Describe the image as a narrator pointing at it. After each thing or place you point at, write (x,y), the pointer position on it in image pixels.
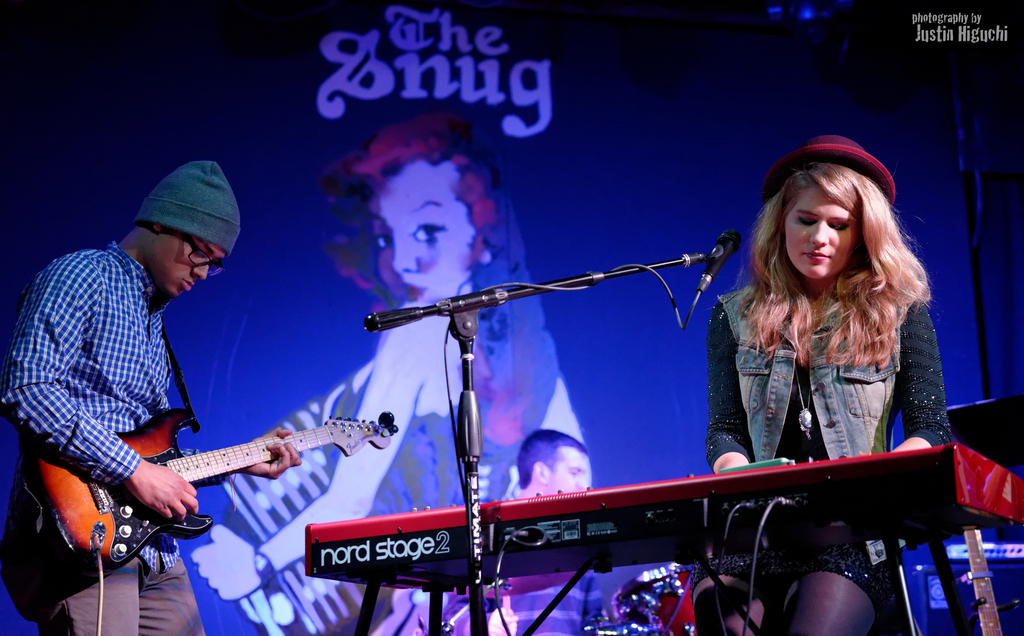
In this image I can see few people (59,596) where one of them is holding guitar (155,447). I can also see he is wearing specs (190,256) and a cap (200,217). I can also see a mic (711,273), a drum set (645,576) and a musical instrument (675,512). In the background (391,275) I can see depiction of a woman (356,403) and I can see something is written at few places.
